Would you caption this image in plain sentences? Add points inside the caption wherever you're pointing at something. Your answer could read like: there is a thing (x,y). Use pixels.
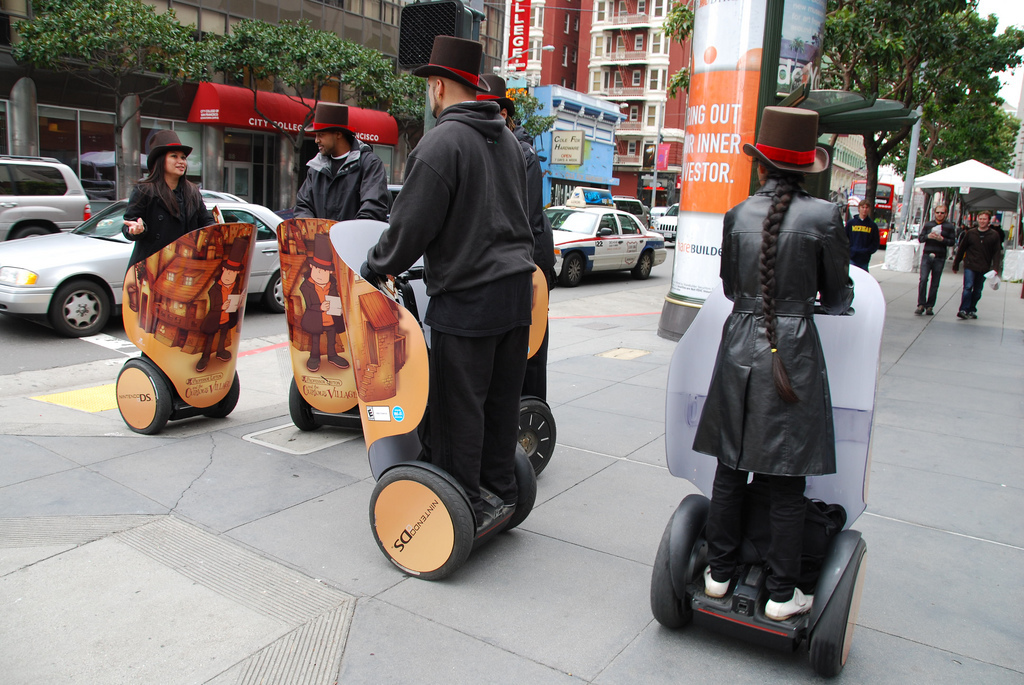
In this image we can see a few people (448,82), some of them are on vehicles (364,316), there are buildings (392,54), windows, vehicles (90,213) on the road (634,278), there are trees (957,105), boards (224,308) with some text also we can see the sky (1013,95), traffic lights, pole (713,150).
